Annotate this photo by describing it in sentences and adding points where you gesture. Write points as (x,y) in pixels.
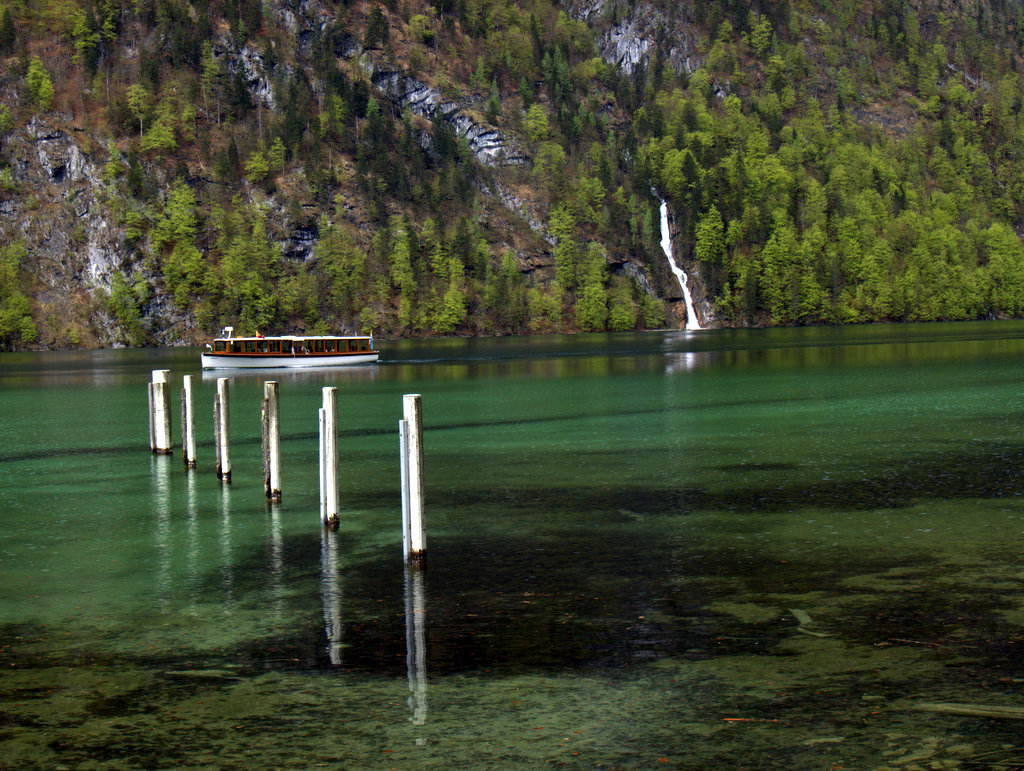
This is the water (668,529), here a boat (270,368) is travelling in this water (565,484), these are the very big trees (634,141) in this image.
